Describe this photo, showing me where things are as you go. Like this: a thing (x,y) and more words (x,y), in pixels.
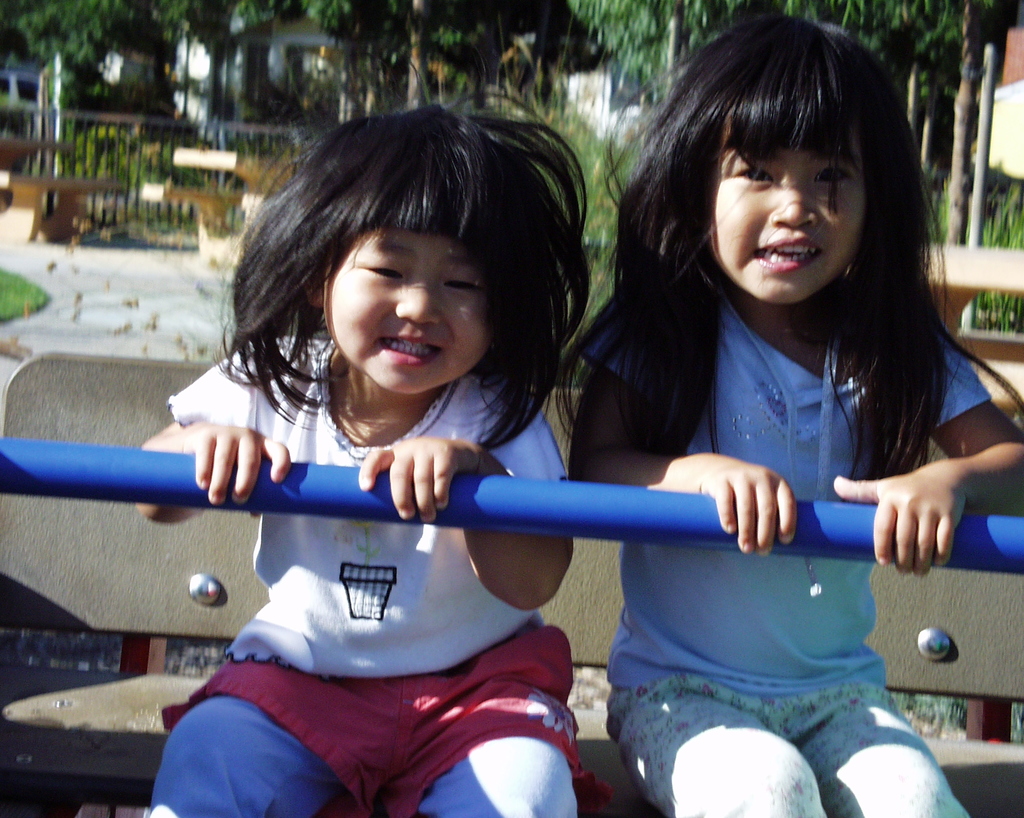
In this picture we can see two girls (355,405) sitting on a bench (156,644) and holding a rod (44,473). There is a fence (270,139), few trees (351,17) and a shed (200,71) in the background (375,50).
